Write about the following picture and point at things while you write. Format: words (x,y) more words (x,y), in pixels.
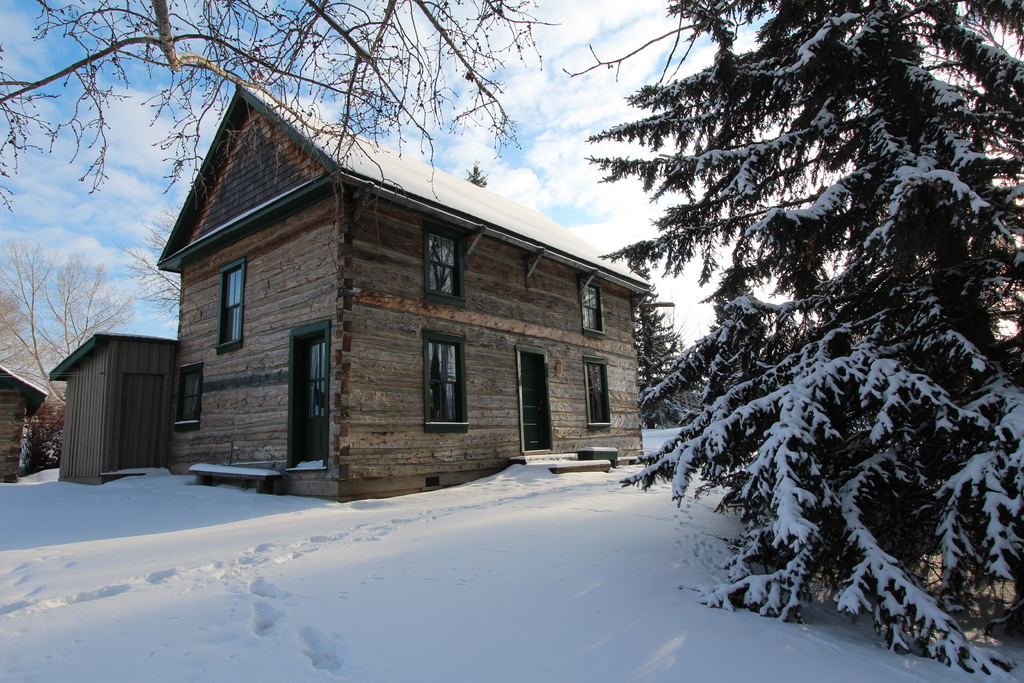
As we can see in the image there are houses (344,355), windows (428,388), doors (531,413), snow (484,478) and trees (840,196). On the top (536,68) there is sky (536,77) and clouds (560,93).
